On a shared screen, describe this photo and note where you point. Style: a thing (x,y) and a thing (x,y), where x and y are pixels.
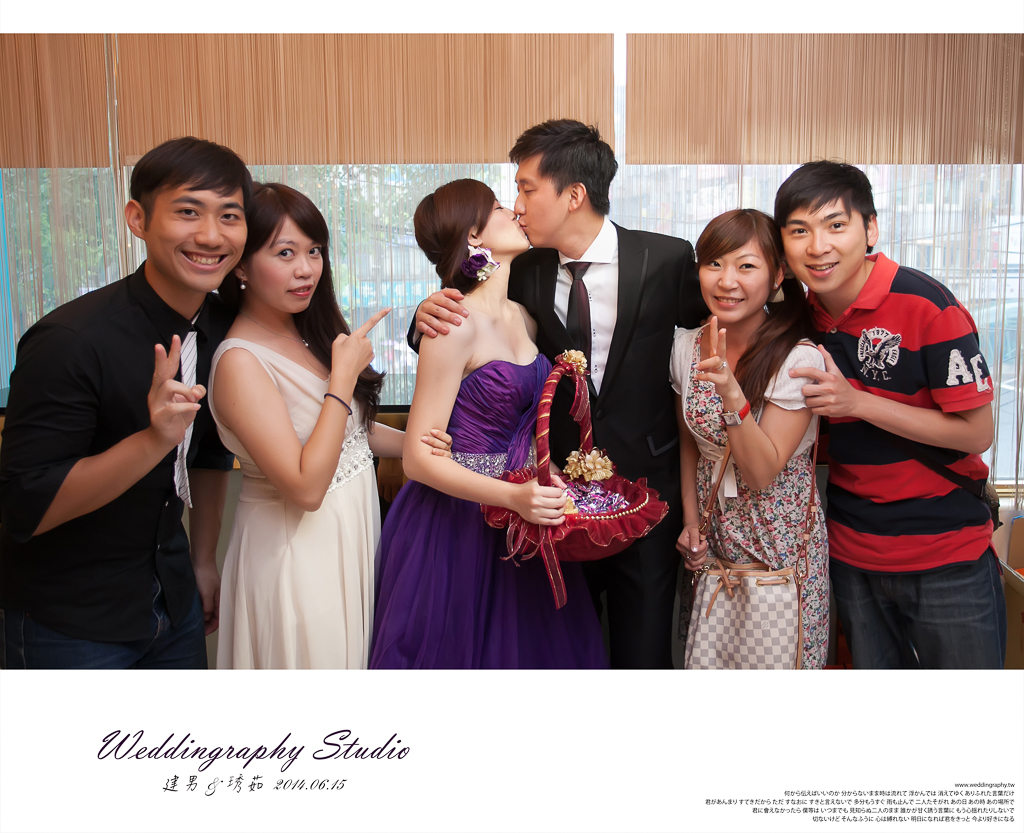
In this image I can see a group of people (790,204) are standing on the floor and one person (514,569) is holding a basket (573,537) in hand (556,503). In the background (1020,383) I can see a glass window (618,155) and curtains (369,132). This image is taken may be in a hall (362,257).
